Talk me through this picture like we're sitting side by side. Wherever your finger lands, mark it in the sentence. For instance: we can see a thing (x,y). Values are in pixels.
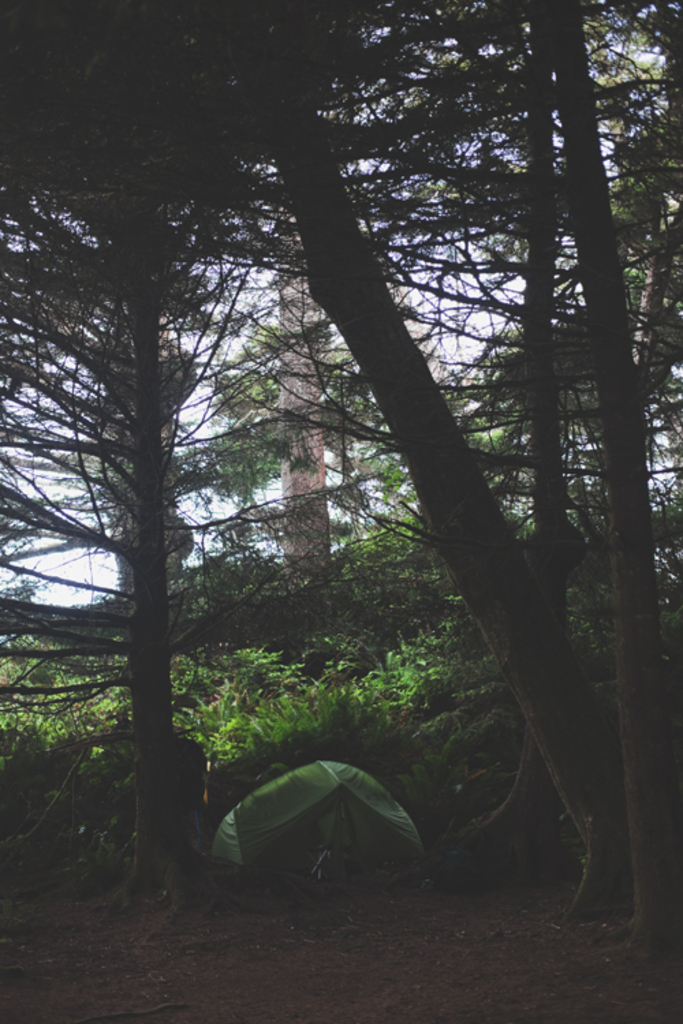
In this image there are many trees (367,523). There is also a green color tent (354,820) for shelter on the ground (299,916). Tree trunk (645,636) and sky (79,568) is also visible.
